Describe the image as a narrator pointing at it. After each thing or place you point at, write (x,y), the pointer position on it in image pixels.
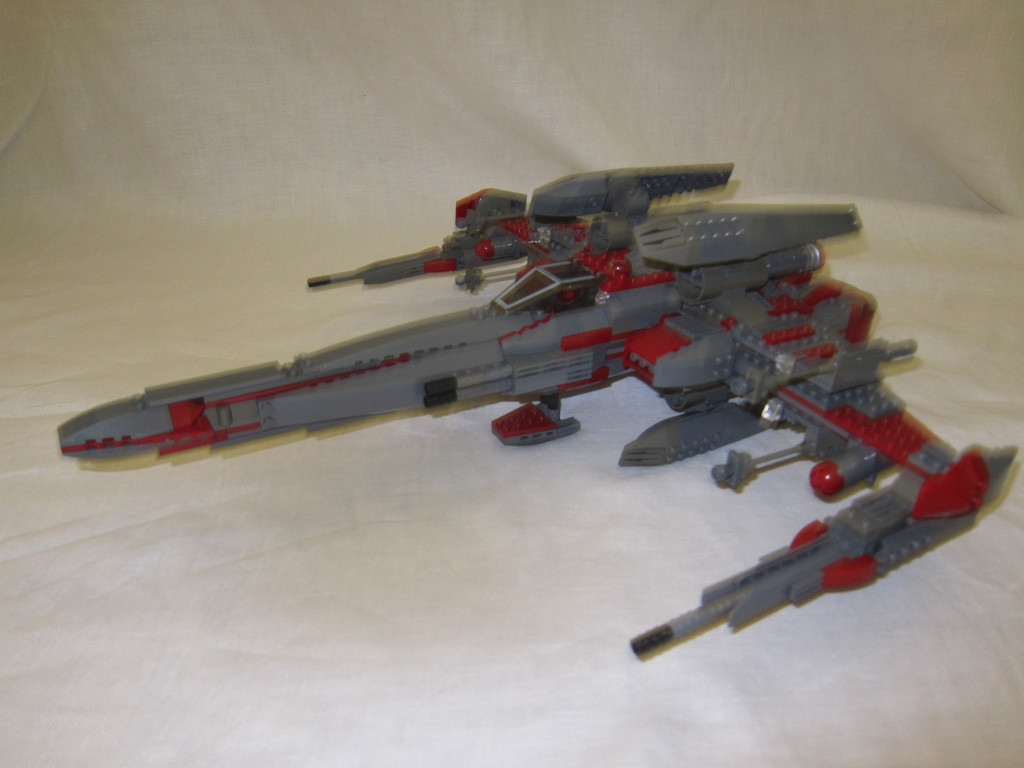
In this picture there is an artificial aircraft (623,335). At the bottom (406,625) there is a white color cloth (388,631).
